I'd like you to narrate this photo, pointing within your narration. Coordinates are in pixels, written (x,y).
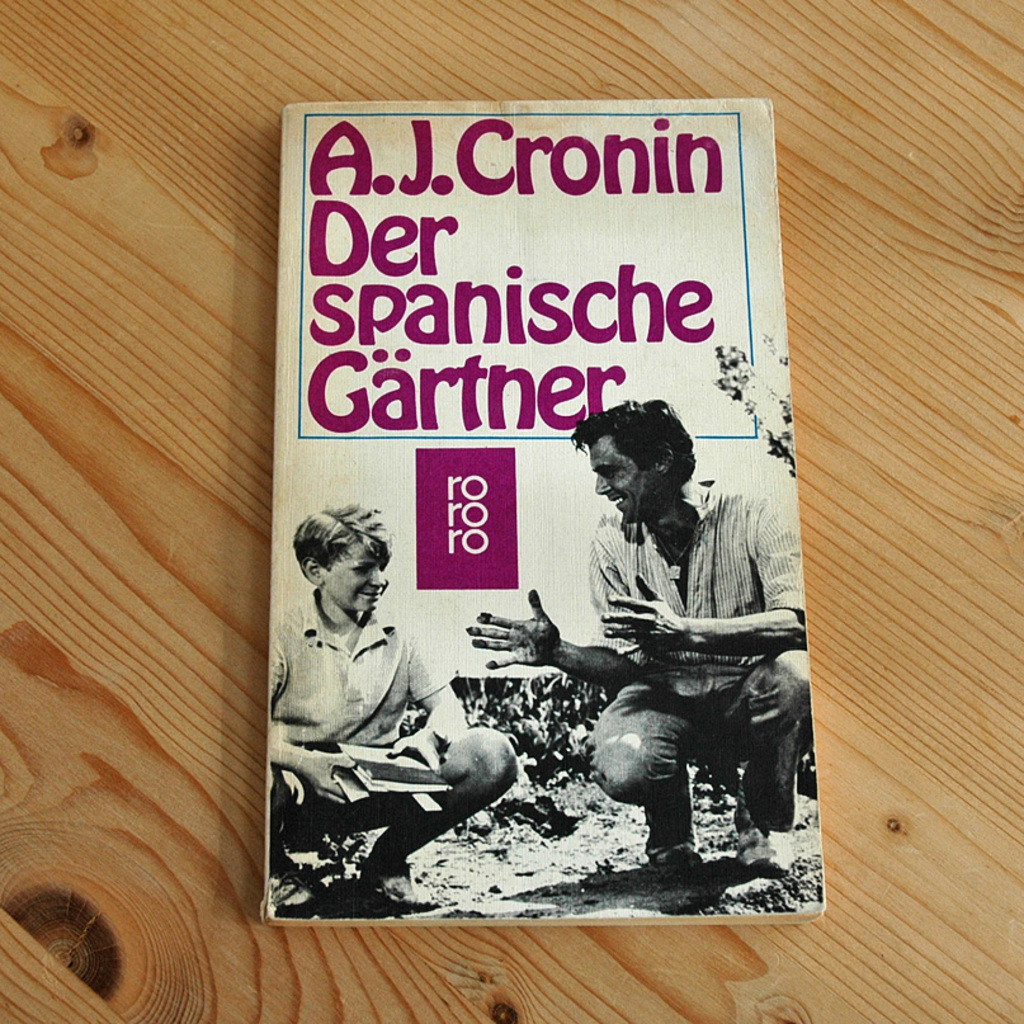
In this picture there is a book (776,327) which is kept on the table (1008,485). In that book cover (574,464) i can see two persons (629,608) were in squat position and both of are smiling. At the top of the book (703,468) i can see the content name (556,177).
